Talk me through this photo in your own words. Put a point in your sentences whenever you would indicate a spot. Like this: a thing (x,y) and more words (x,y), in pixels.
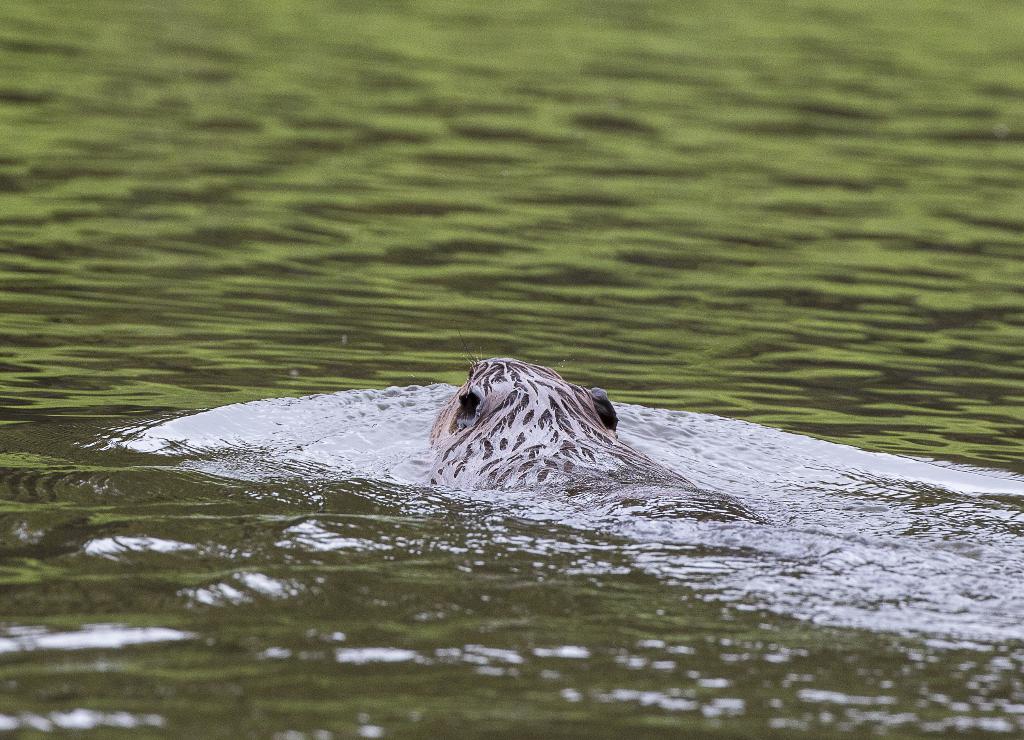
In this picture we can see the water (522,161) and an animal (672,485).
